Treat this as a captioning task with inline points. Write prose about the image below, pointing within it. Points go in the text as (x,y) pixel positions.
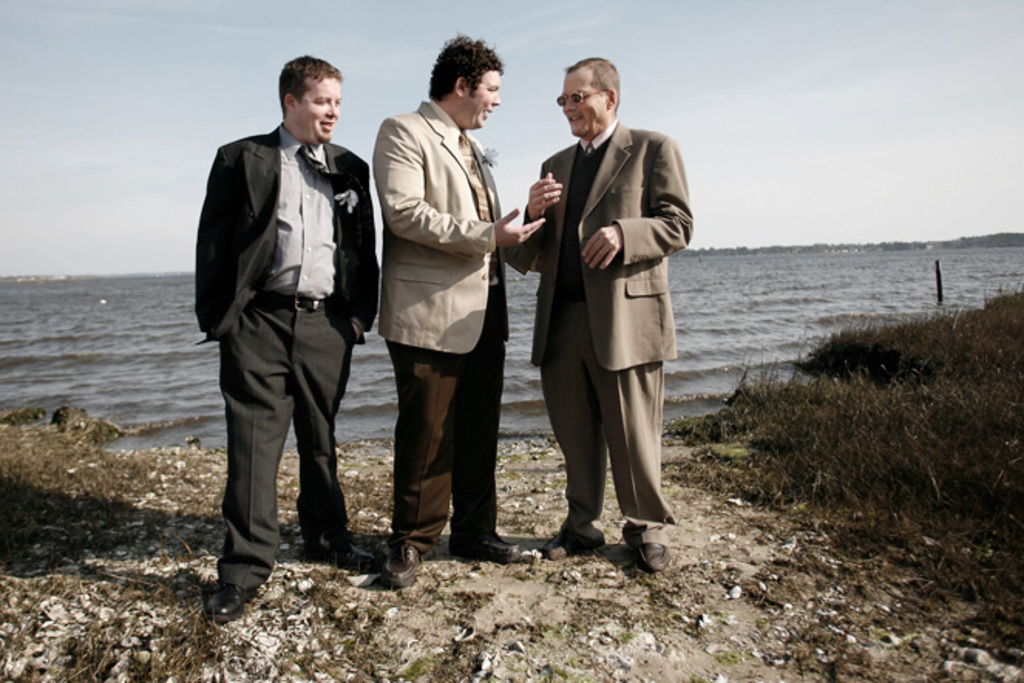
This picture shows few men (485,78) standing with a smile on their faces (602,109) and they wore coats (643,147) and ties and we see grass (846,438) on the ground (855,430) and water (867,270) on their back and we see a cloudy sky (695,97).
